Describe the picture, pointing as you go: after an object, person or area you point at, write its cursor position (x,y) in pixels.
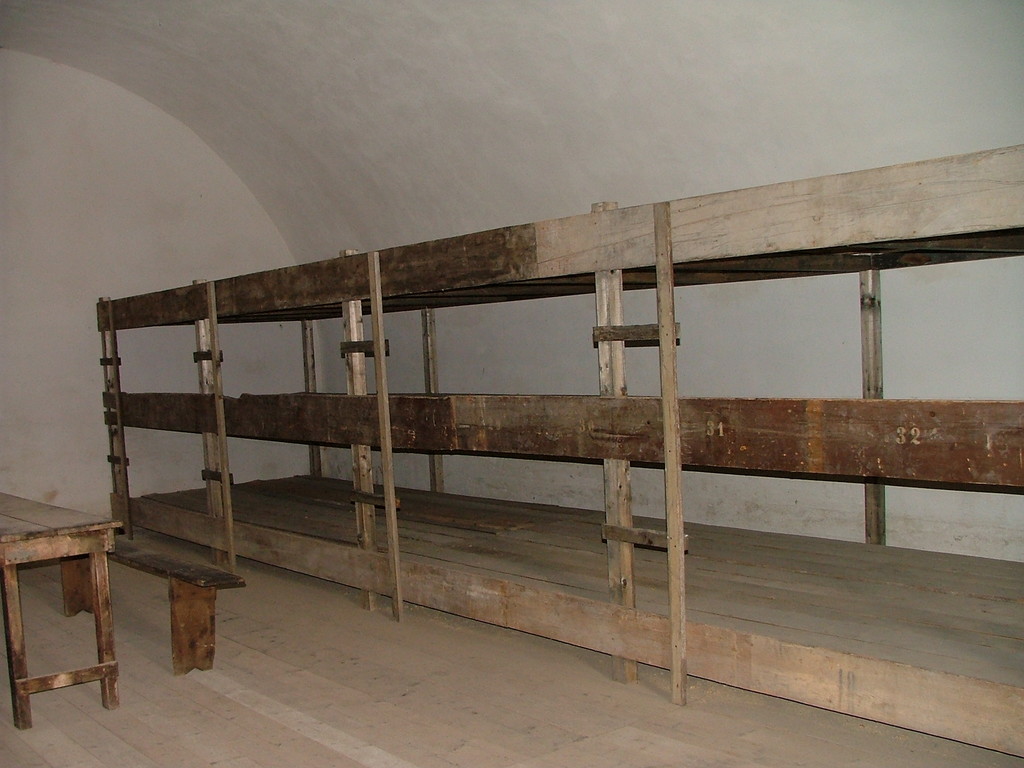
In this picture we can see benches (113,560) and wooden railing (490,395) in the room (452,463).
